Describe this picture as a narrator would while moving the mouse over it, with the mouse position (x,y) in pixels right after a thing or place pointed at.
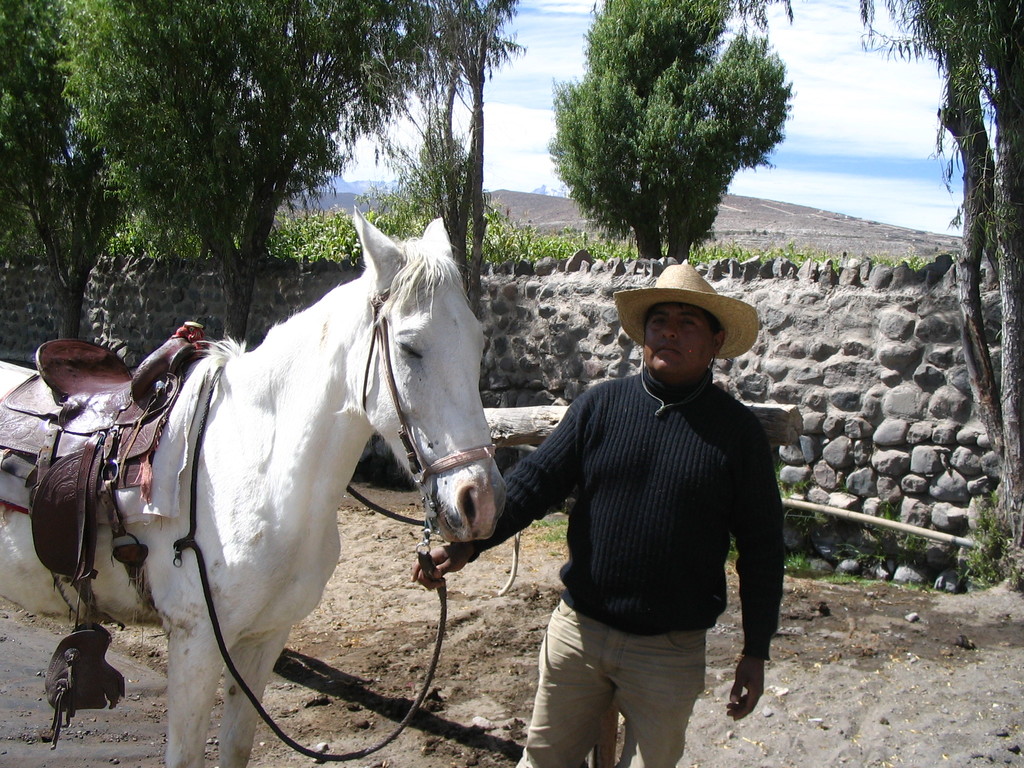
In the image there is a man (692,423) in black sweat shirt (672,448) and hat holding a white horse (261,554) and in the back (552,322) there is fence (560,319) with trees (234,51) on either side of it and above its sky (867,119) with clouds (829,145).
